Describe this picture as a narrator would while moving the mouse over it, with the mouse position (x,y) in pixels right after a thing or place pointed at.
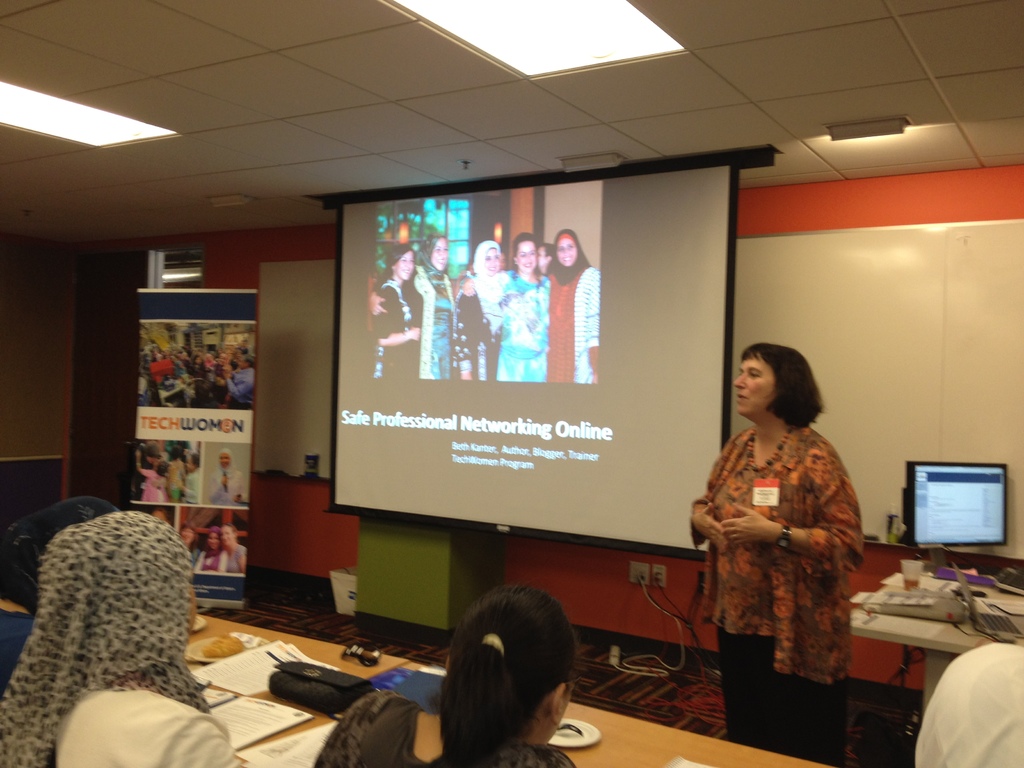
In the image there is a woman (836,558) in floral dress (818,598) standing on the right side (777,523) talking, behind her there is a table (915,590) with computer (942,530) on it, on the right of her there is screen (595,248), in the front (204,702) there is a table (287,642) with few women (117,682) sitting in front of it and the ceiling (169,104) having lights (531,32), over the left side (194,379) there is a banner (179,395).
